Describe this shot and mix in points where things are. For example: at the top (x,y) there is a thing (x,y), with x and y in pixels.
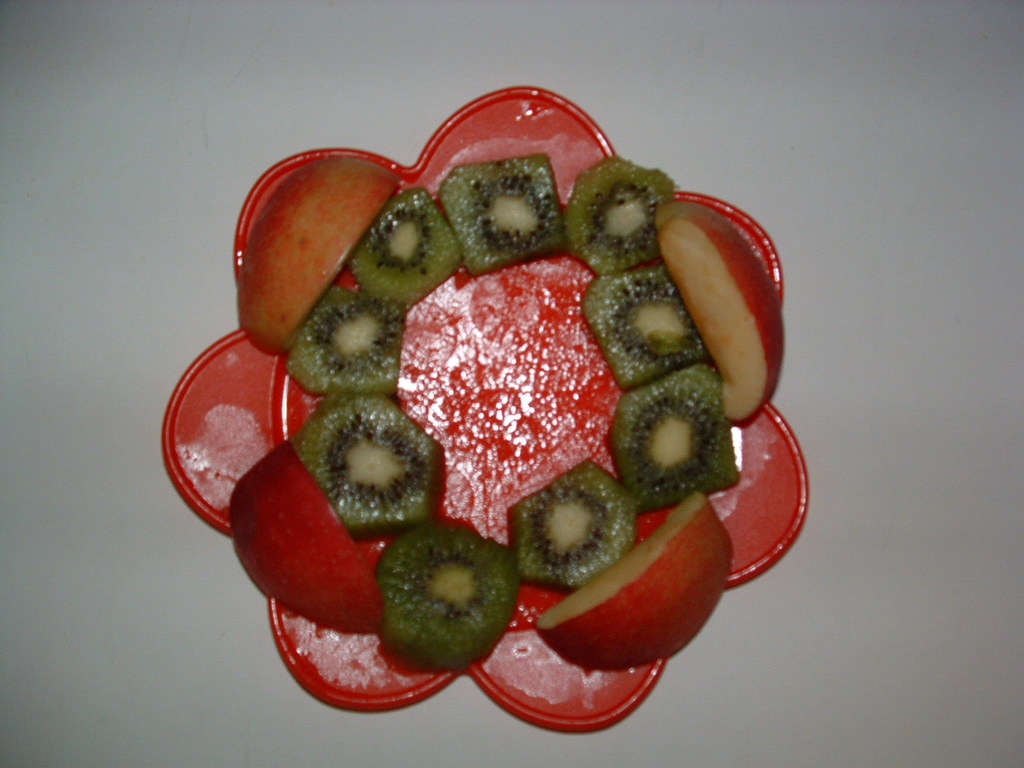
In this picture I can see apple (724,404) and kiwi fruit slices (507,233) on the plate (496,279), on an object (262,638).
